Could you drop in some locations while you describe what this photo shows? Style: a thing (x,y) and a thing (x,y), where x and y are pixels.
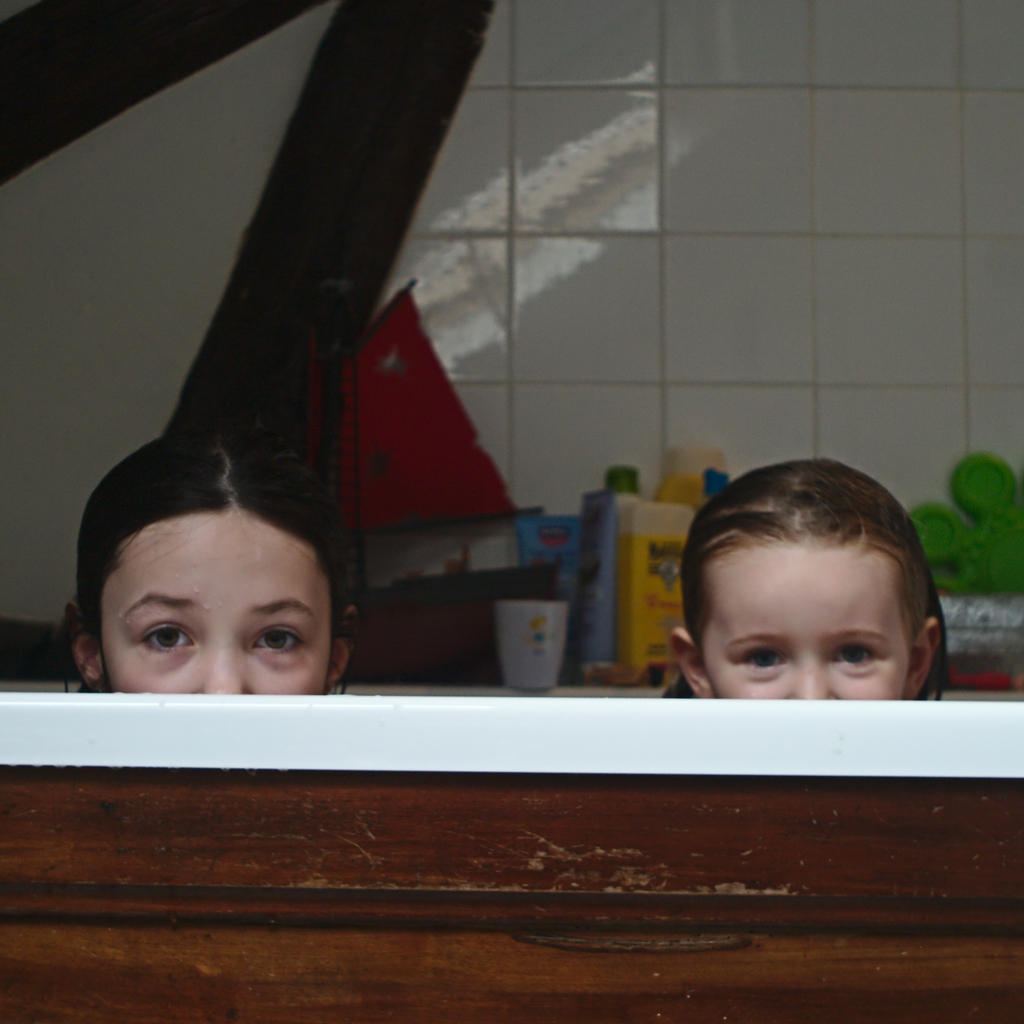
In this image I can see two people (272,666). Back I can see few colorful bottles (566,530) and few objects (940,521). Background (924,195) is in white color.
